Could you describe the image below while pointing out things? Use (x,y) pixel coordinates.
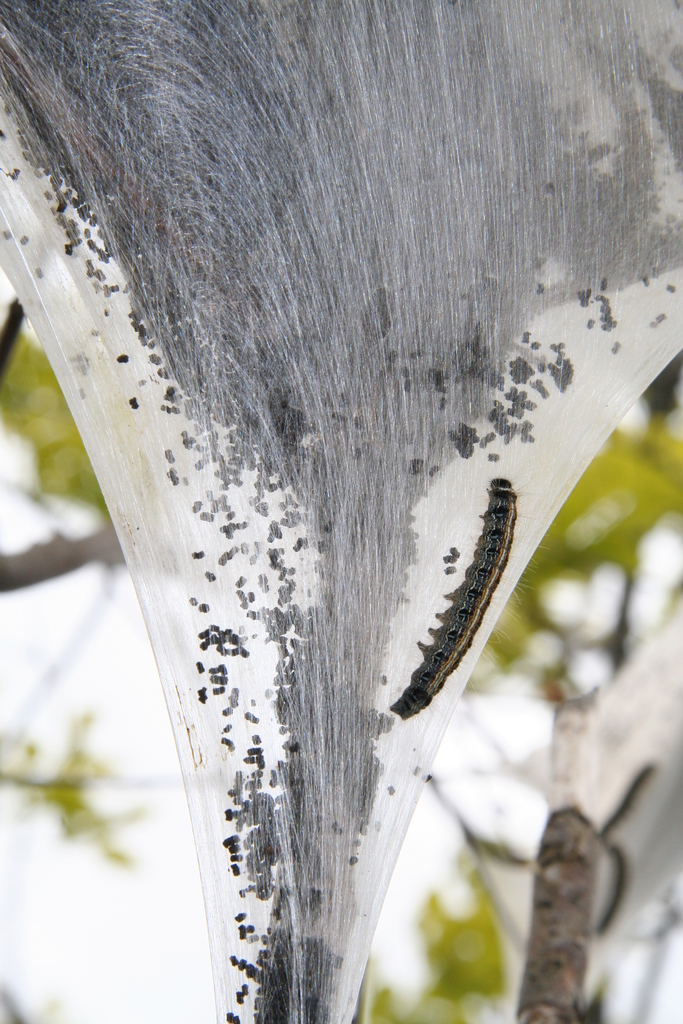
In this picture we can see a tent caterpillar (476,598). Behind the tent caterpillar (479,552), there is a blurred background (627,472).
